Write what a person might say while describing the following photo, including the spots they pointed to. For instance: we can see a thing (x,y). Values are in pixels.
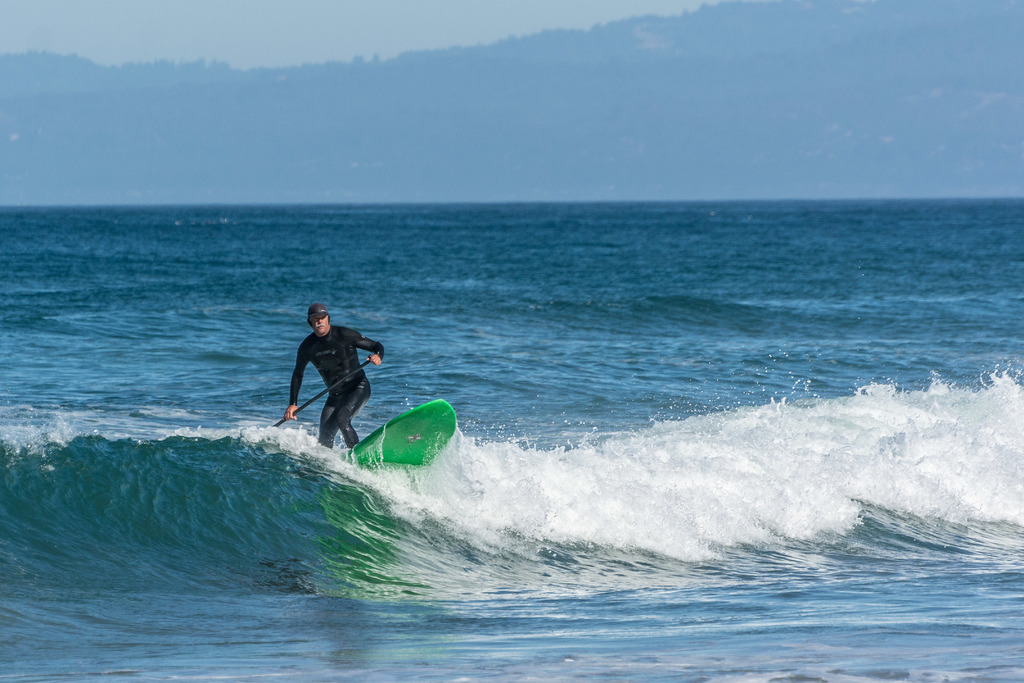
In this picture I can see a man (308,356) surfing with a surfboard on the water (466,446), by holding a paddle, and in the background (460,148) there is a hill (413,90) and the sky (519,14).
